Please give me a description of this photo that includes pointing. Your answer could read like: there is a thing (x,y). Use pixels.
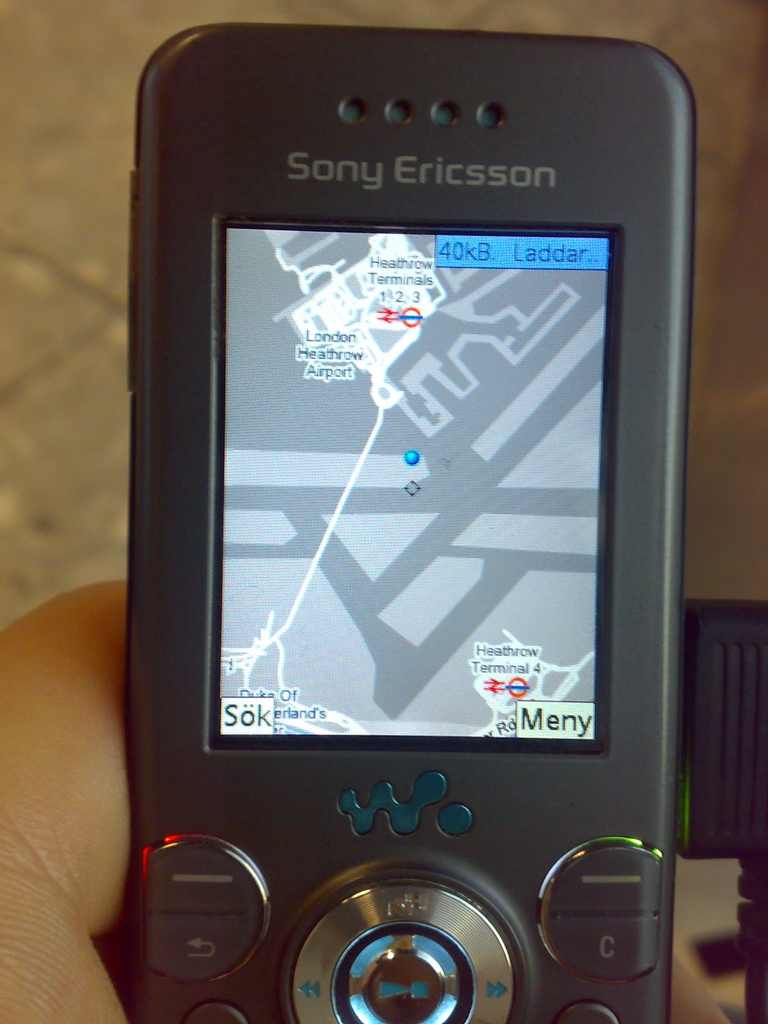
In this image, I can see a person's hand (89,848) holding a mobile (308,820) with the display (345,714) of navigation. There is a blurred background (93,393).
